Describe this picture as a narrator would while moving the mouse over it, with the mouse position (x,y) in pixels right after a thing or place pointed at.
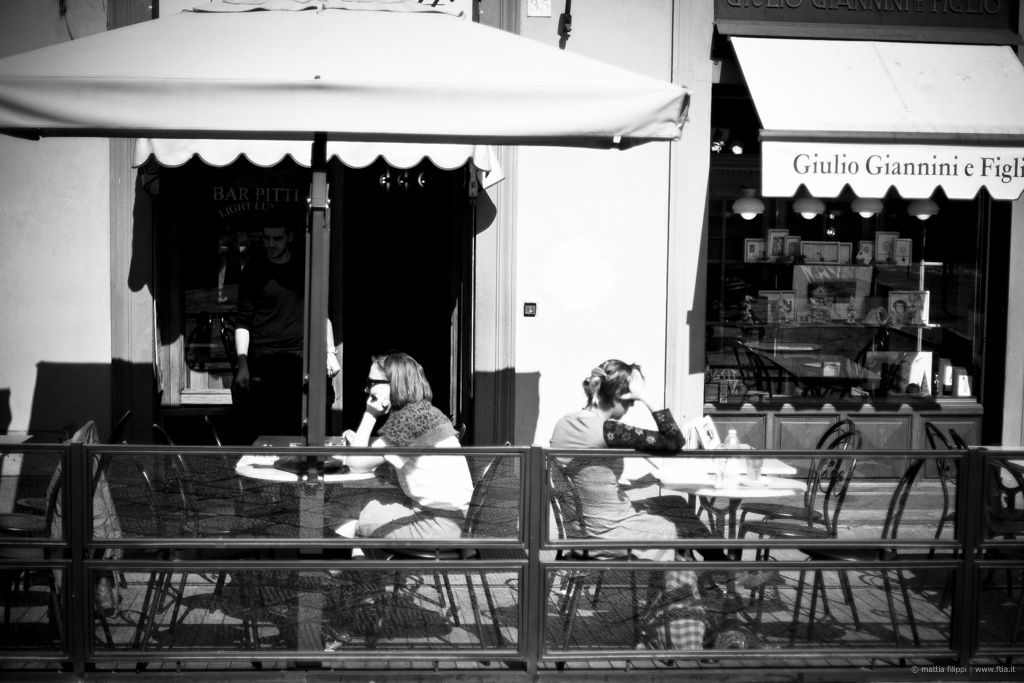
In this picture we can see two people (398,440) sitting on chairs (584,521), fence (370,486), sun shades (254,120), tables (777,473) and in the background (199,173) we can see some objects (923,200).
